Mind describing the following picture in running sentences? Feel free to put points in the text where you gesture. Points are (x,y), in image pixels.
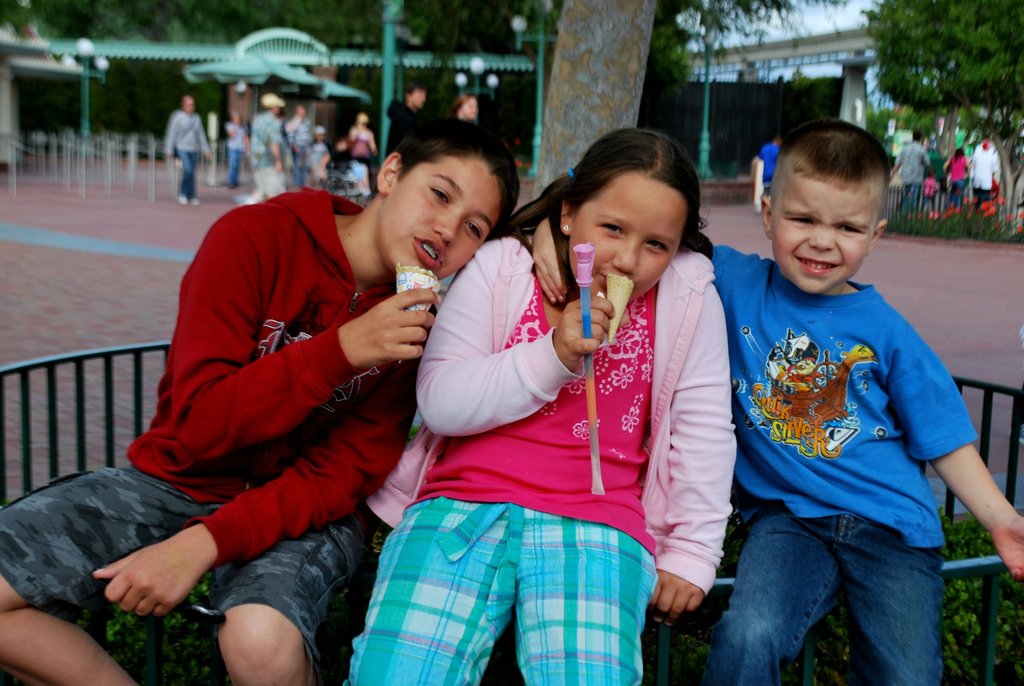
In this image in front (175,399) there are three persons (355,371) sitting on the railing (67,354). In the background of the image (203,59) there is a shed (48,65). There are lights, plants (959,212), trees (944,85) and sky (815,14). In the center of the image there are people (294,148) walking on the road (102,205).
